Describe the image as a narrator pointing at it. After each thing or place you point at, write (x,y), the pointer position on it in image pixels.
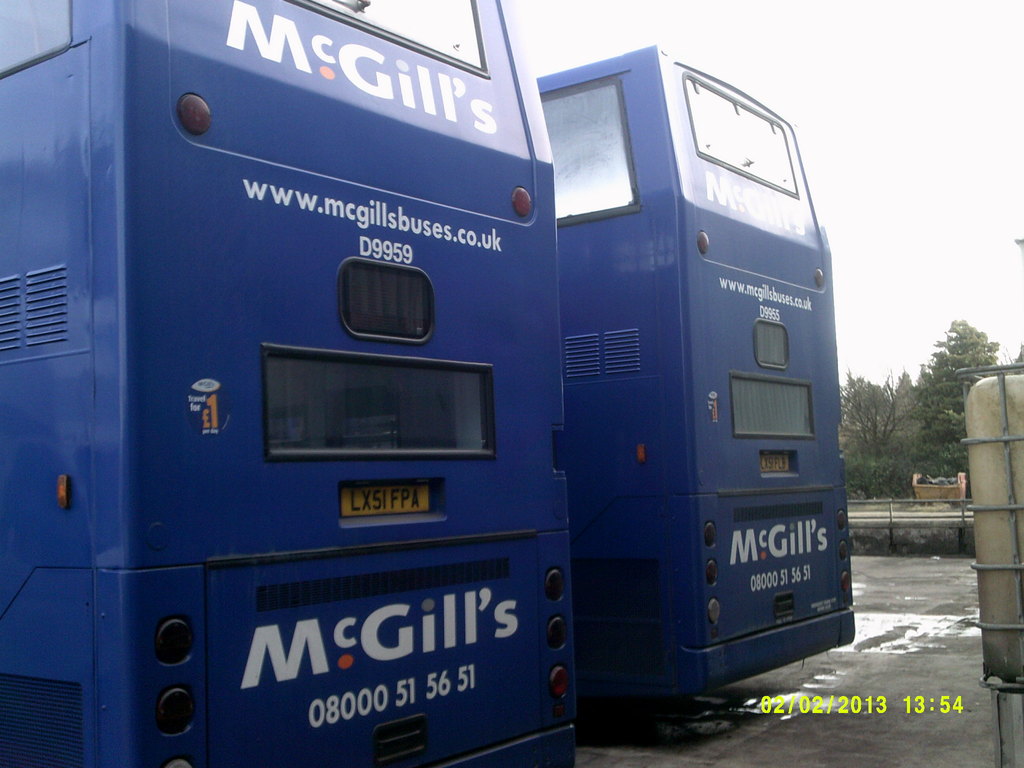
In this image I can see two blue color vehicles (535,468) on the road (848,653). To the right (1008,573) I can see the ash color object (992,403). In the back (888,436) there are many trees (886,403) and the white sky (826,133).
